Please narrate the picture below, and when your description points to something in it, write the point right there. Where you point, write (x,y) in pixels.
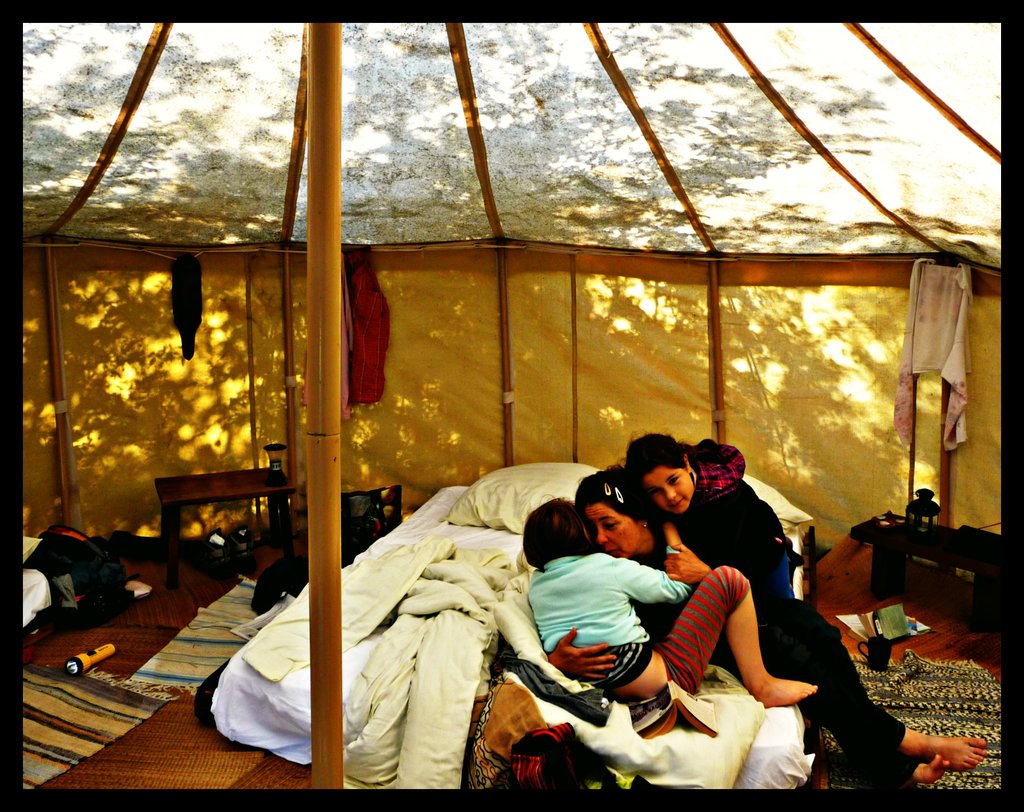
In this picture we can see a women (679,607) and two babies (687,642) laid on the bed (414,530) and on the bed (345,702) we can see blanket (386,664), pillows (489,497). this is a torch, table (248,473), lantern (921,504), cup (881,642), books (914,620). We can see few clothes (951,376) hanged here.
